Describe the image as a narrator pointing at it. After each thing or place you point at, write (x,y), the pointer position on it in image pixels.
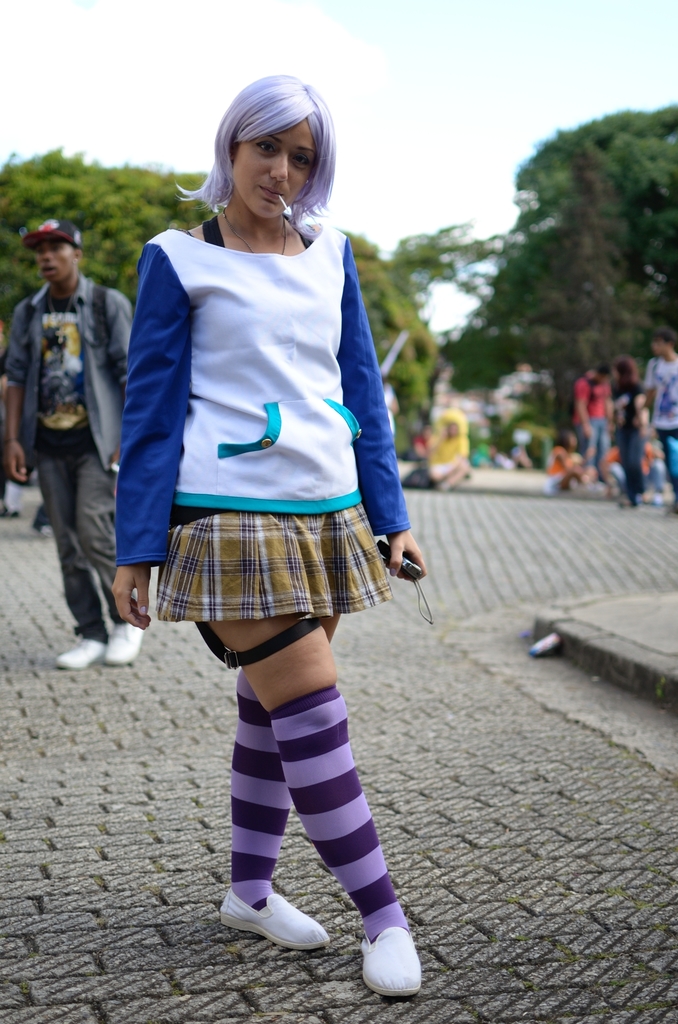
In this picture there is a woman (370,545) who is holding camera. Backside of her there is a man (116,389) who is wearing cap (35,240), shirt (81,320), t-shirt (68,313), bag (96,316), jeans (85,568) and sneakers (116,657). On the right (460,448) background (669,468) we can see the group of persons (573,478). In the background (636,257) we can see building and trees (495,312). At the top (482,45) we can see sky (441,81) and clouds (115,136).
